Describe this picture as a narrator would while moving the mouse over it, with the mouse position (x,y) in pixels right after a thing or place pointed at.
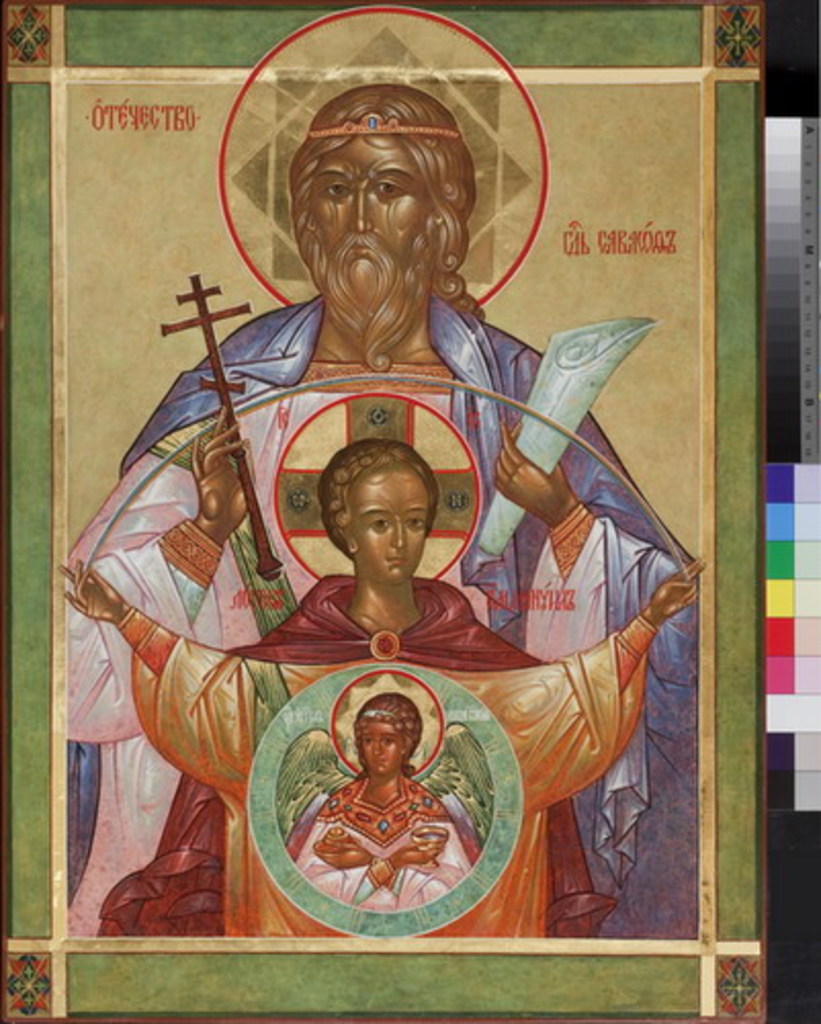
In this picture we can see the painting (285,257) of three people (313,318) and some objects (510,517) on a board (747,433).
